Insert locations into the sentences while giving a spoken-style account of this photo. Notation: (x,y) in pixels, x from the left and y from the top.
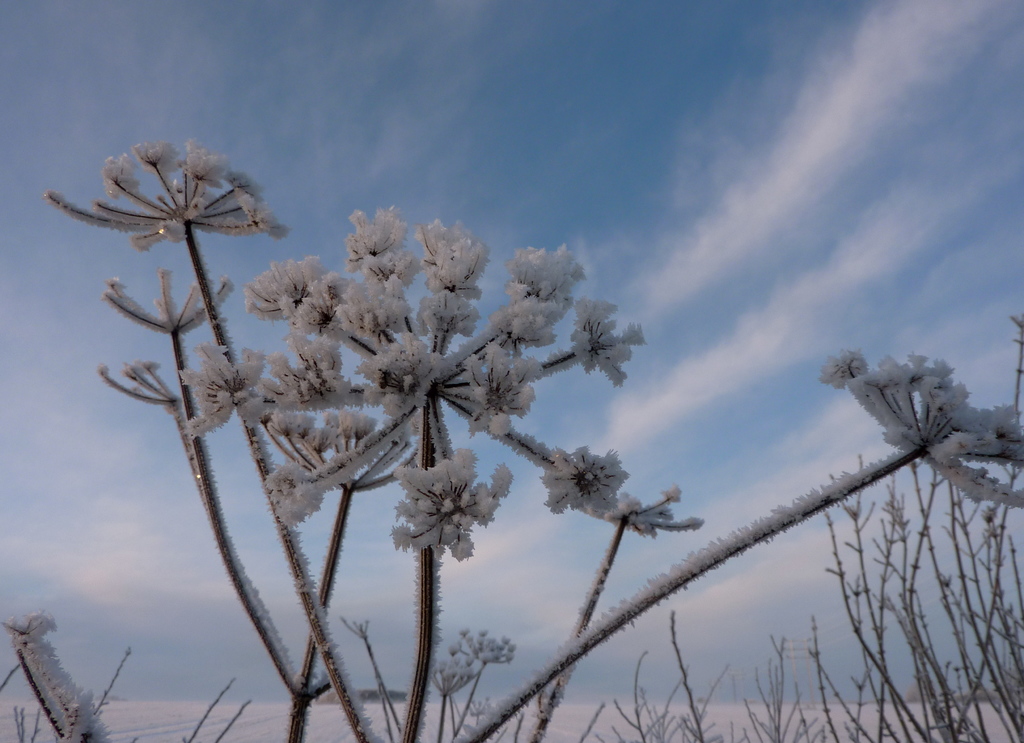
In front of the picture, we see the plants (423,614) and the flowers (416,510) which are covered with the snow (364,481). At the bottom (243,711), we see the snow (726,718). In the background (455,174), we see the clouds (722,364) and the sky (561,165), which is blue in color.
